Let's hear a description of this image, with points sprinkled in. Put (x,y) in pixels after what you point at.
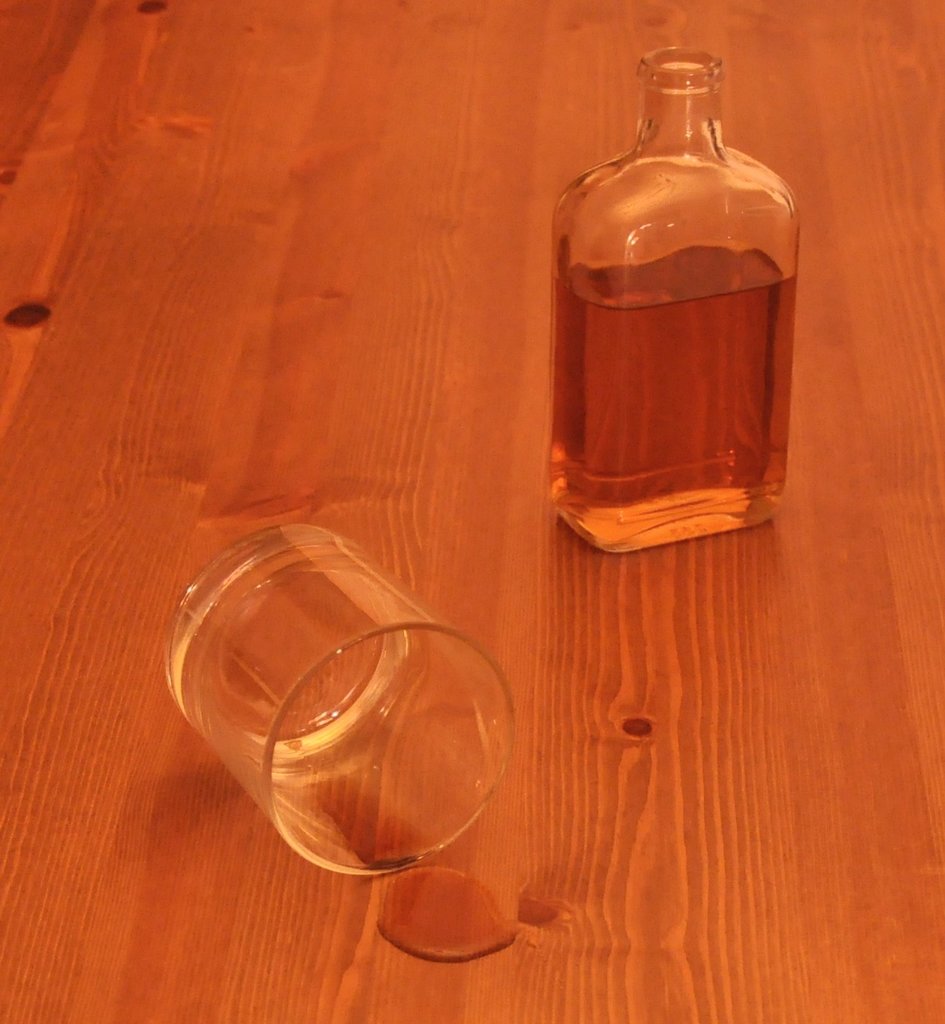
In a picture there is one glass (458,719) and one bottle (640,312) with some drink (634,386) in it.
